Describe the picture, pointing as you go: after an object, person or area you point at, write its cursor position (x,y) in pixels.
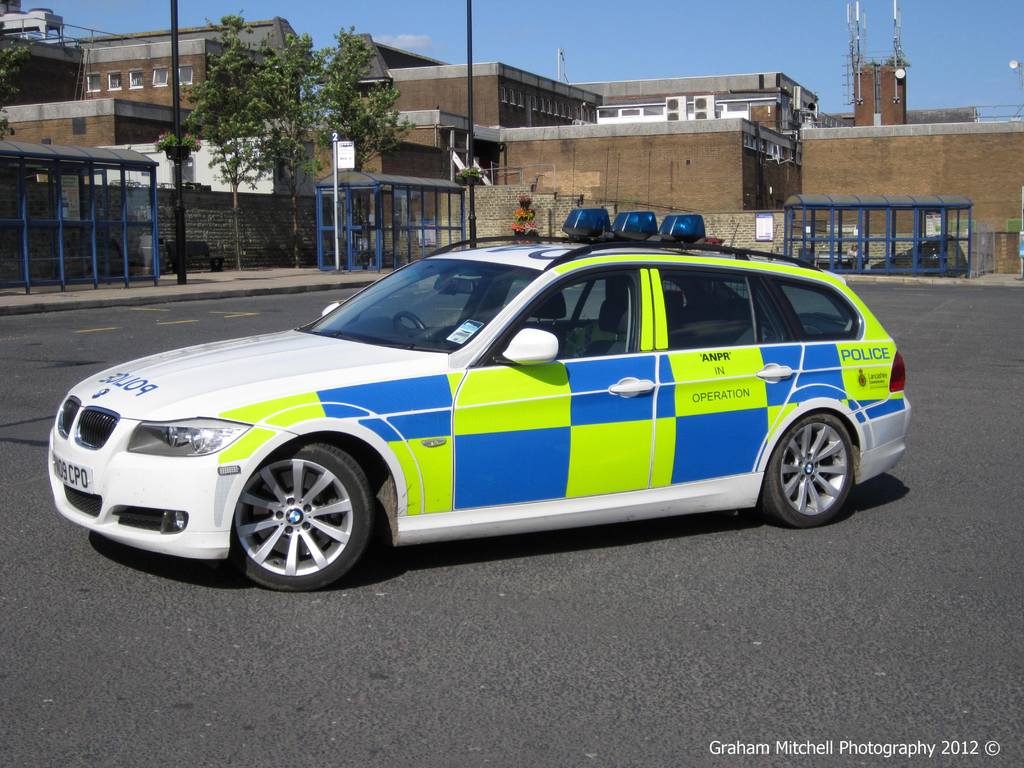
In this picture I can observe a car (248,399) on the road (80,586). This car (252,375) is in blue, green and white colors. In the background (360,141) I can observe buildings (713,132), trees (325,115) and a sky (518,35).
